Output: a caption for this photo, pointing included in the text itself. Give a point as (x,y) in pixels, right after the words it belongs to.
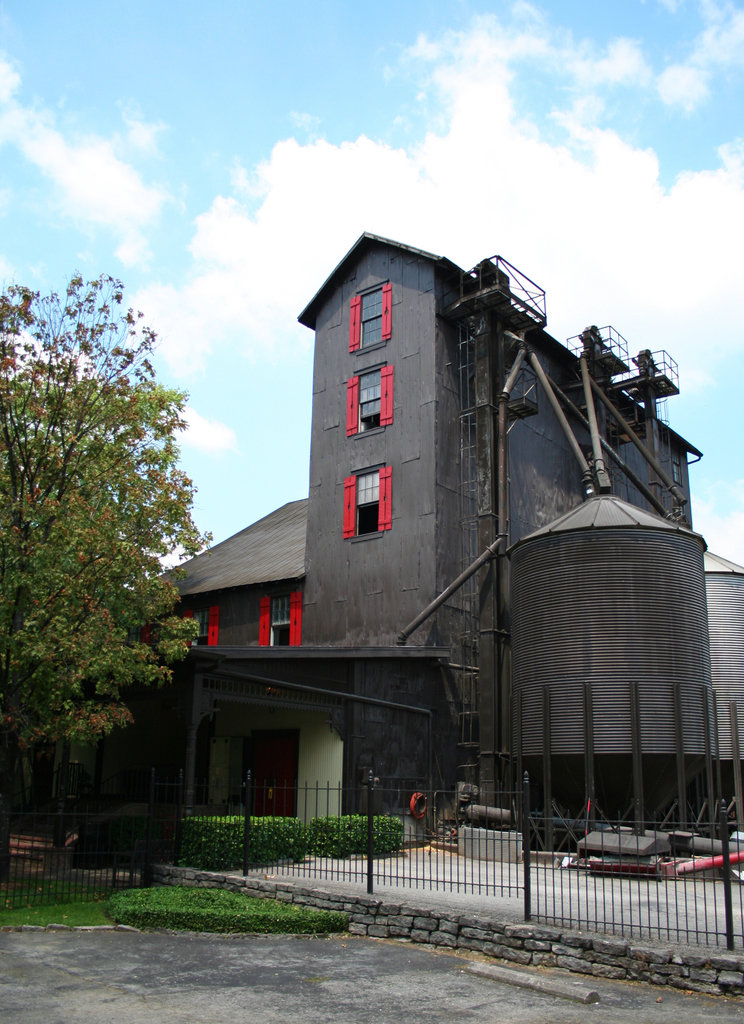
In the image there is a tree (44,693) and beside the tree (32,728) there is a building (292,515), there is a fencing (403,844) around the building (378,718) and in front of the fencing (150,809) there is a pavement (439,968).
